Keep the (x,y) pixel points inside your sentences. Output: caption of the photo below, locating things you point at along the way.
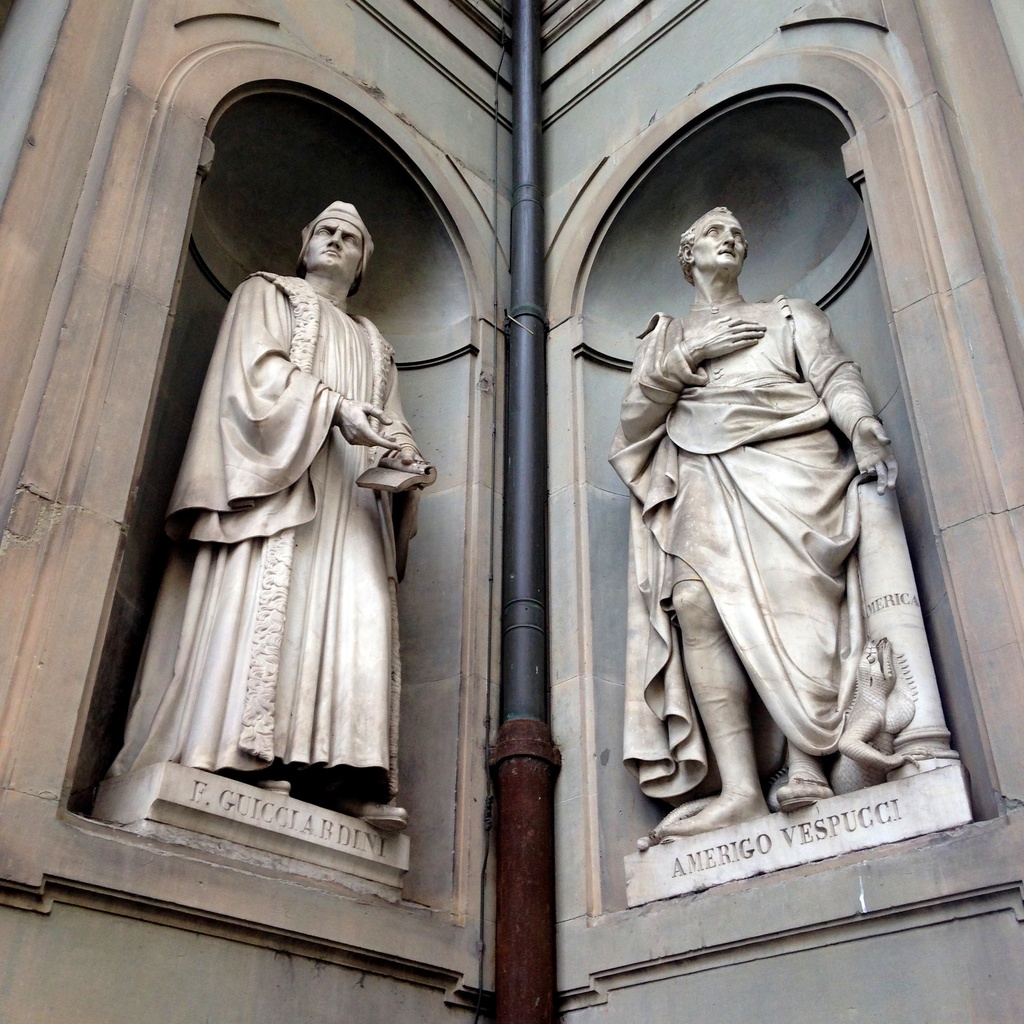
In the picture there are sculptures (305,459) of two people (822,587) and below the sculptures (221,806) their name (380,836) is also mentioned. In between the two sculptures (395,587) there is a black pole (519,532).
